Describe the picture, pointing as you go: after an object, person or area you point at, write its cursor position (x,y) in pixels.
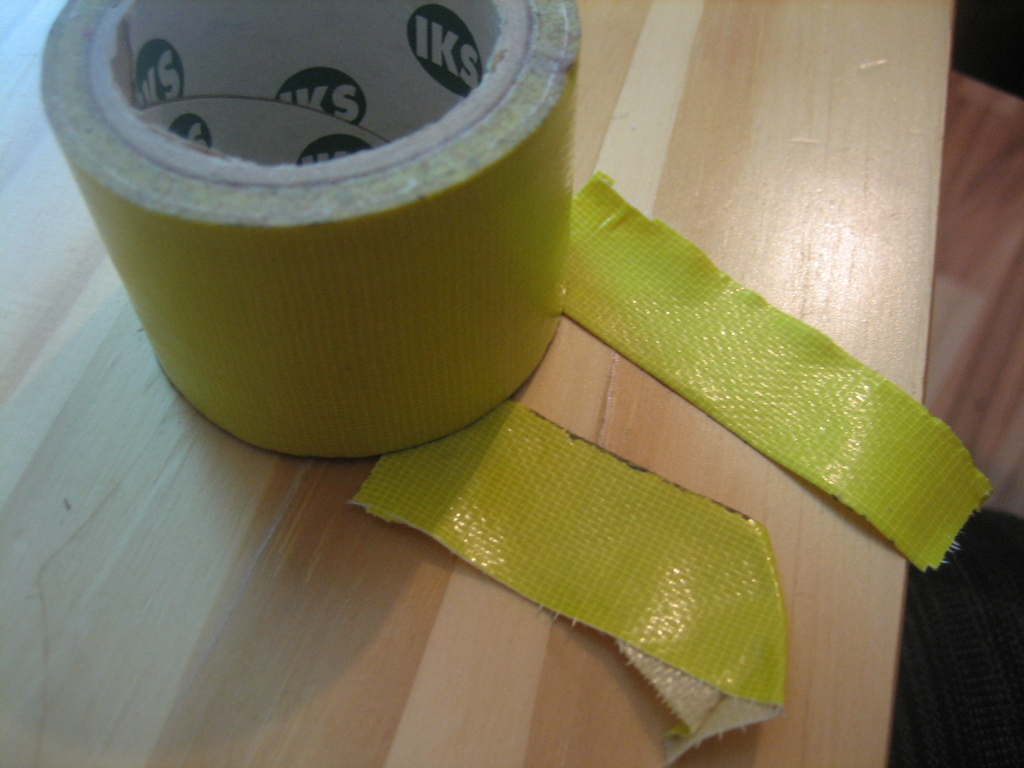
On the wooden platform (918,15) we can see an object (367,284) and it seems like a tape (383,257).
